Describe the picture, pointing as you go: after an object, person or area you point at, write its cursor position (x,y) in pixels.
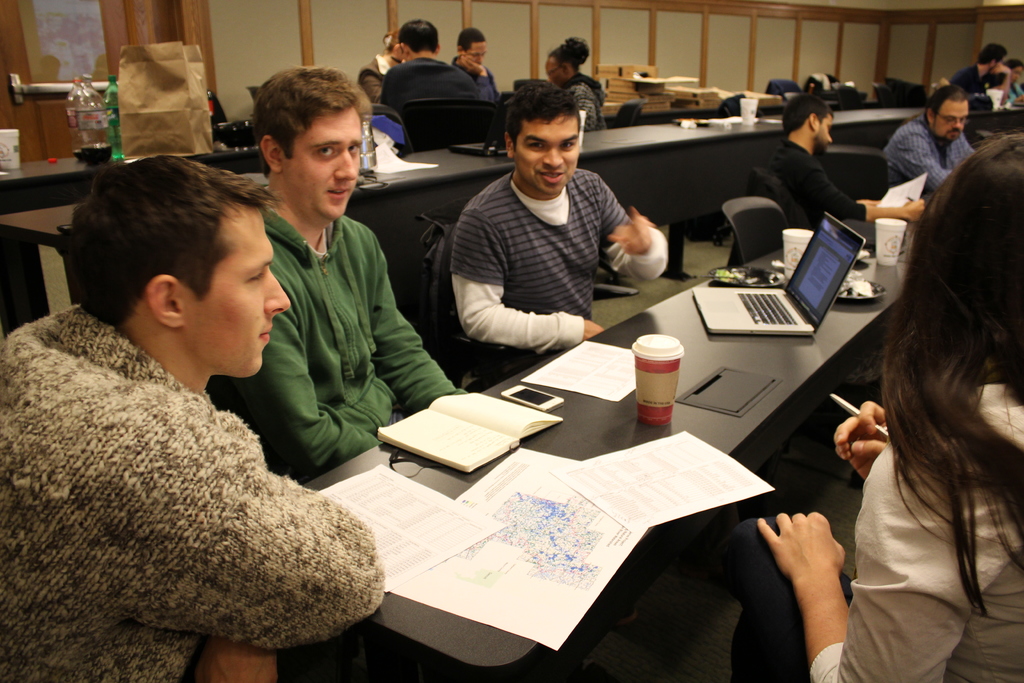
Here we can see persons (969,622) are sitting on the chairs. This is table (476,643). On the table (715,447) there are books (496,402), papers (616,349), glass (658,375), and a laptop (799,275). These are the bottles (117,132). There is a door (113,42) and this is wall (359,31).
